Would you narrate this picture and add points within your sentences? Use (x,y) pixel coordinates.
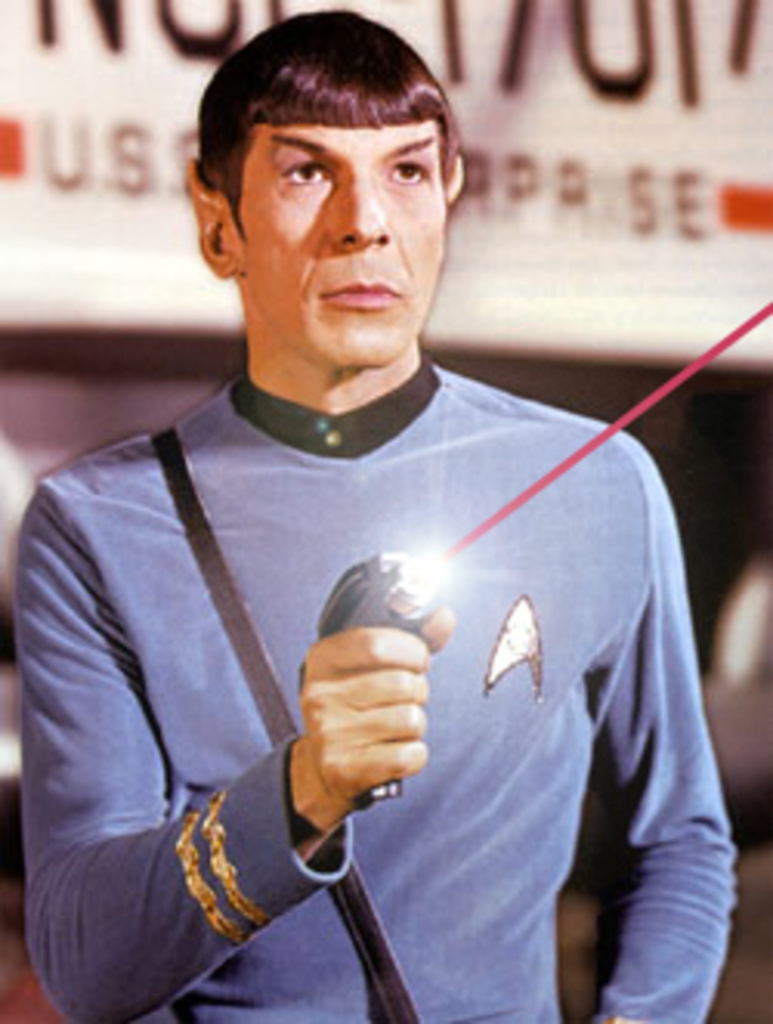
In the center of the image (274,659) there is a person (524,995) holding a laser gun (354,619).
